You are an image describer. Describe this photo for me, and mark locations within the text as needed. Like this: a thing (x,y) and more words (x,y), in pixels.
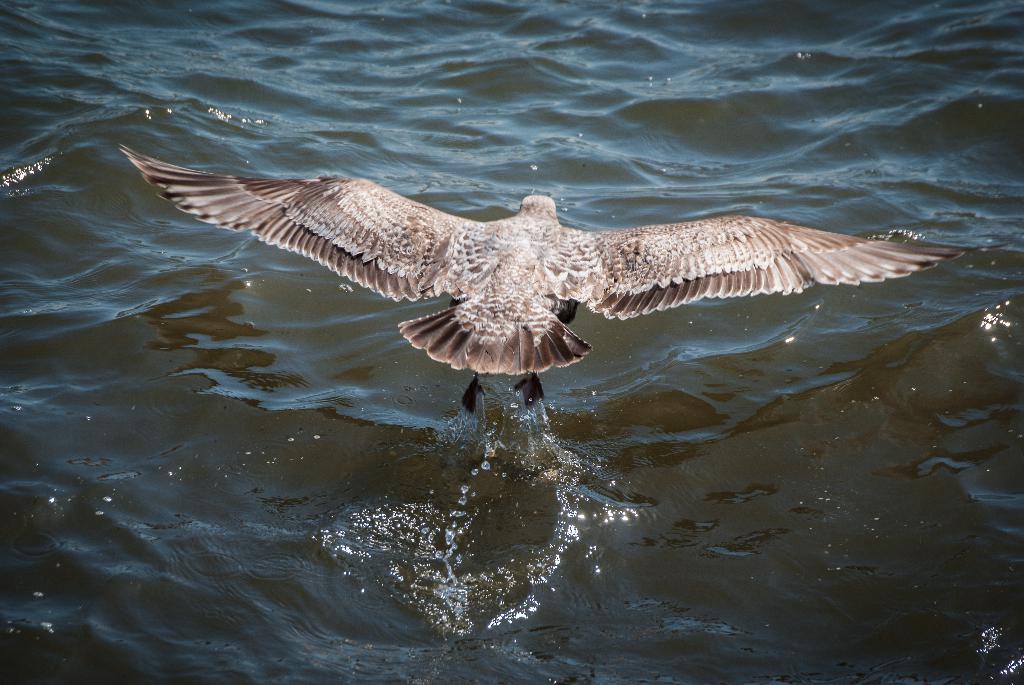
In this image, we can see water (309,447), at the middle (544,357) there is a bird (422,246) flying.
